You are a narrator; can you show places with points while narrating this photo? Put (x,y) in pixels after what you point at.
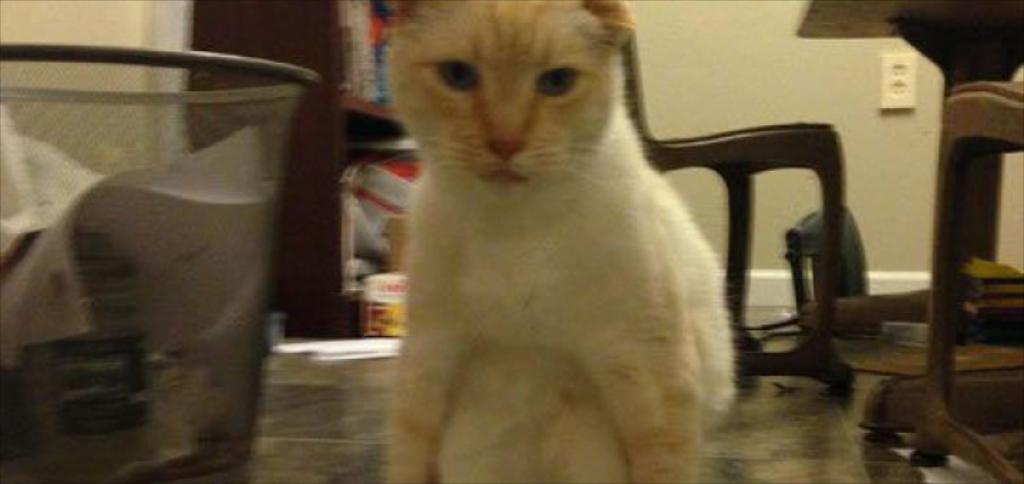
In this picture we can see a cat (521,343), table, chair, wall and some objects (267,331).
